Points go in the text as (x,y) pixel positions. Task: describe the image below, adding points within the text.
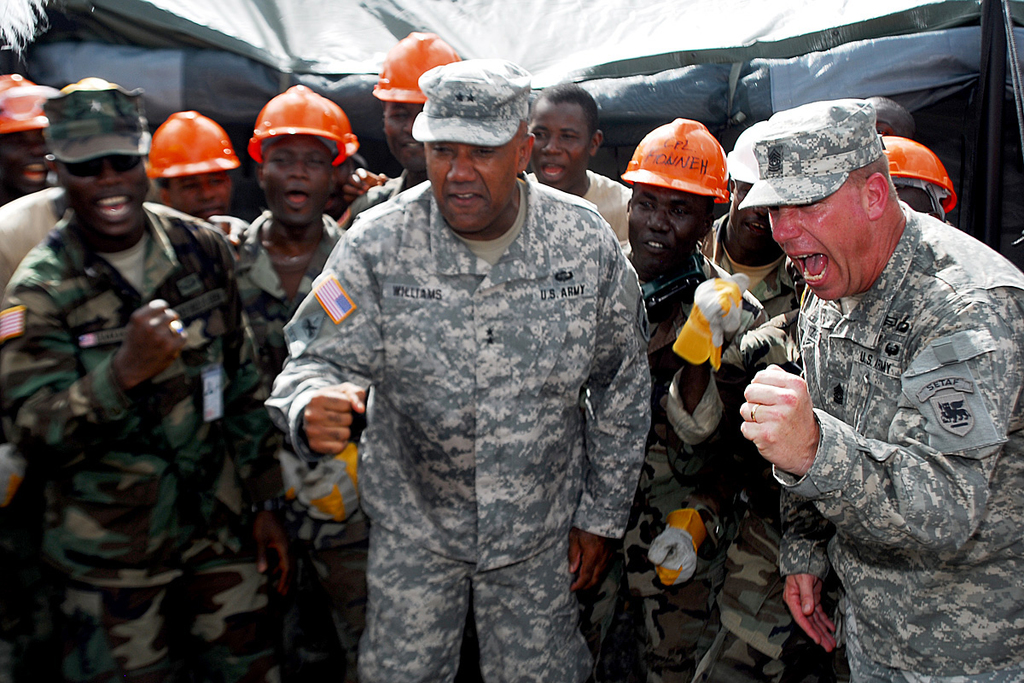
In this image, we can see a group of people (348,272) standing. In the background (648,116), we can see black color tent (987,126).
